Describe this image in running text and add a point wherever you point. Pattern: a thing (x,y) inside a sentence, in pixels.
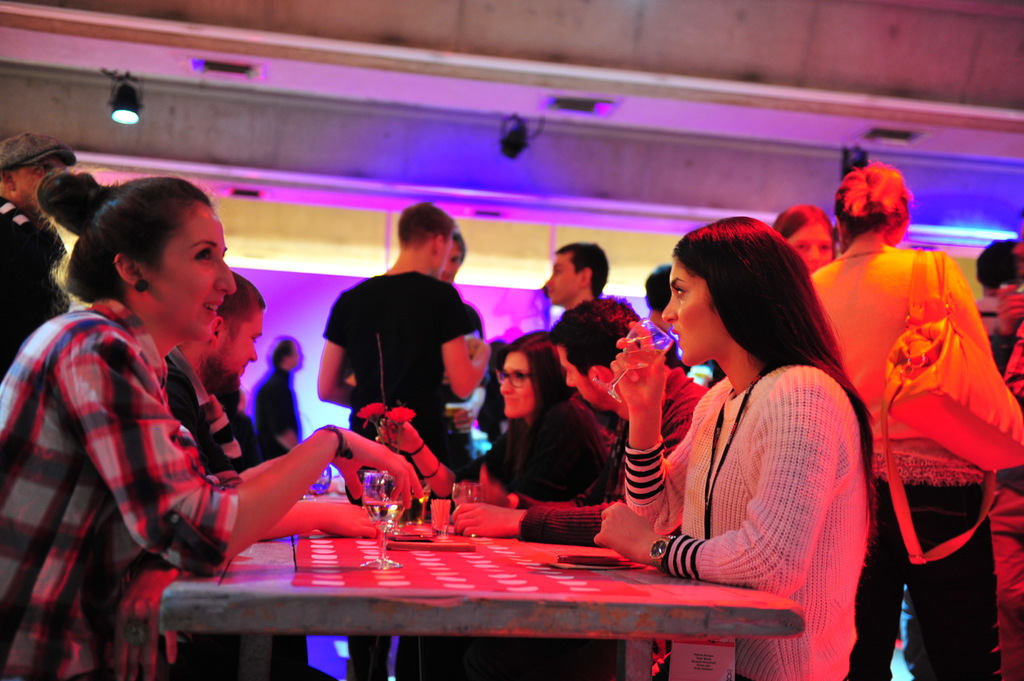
In this picture there are some people (241,331) sitting around the table (455,560) on which there are some glasses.
